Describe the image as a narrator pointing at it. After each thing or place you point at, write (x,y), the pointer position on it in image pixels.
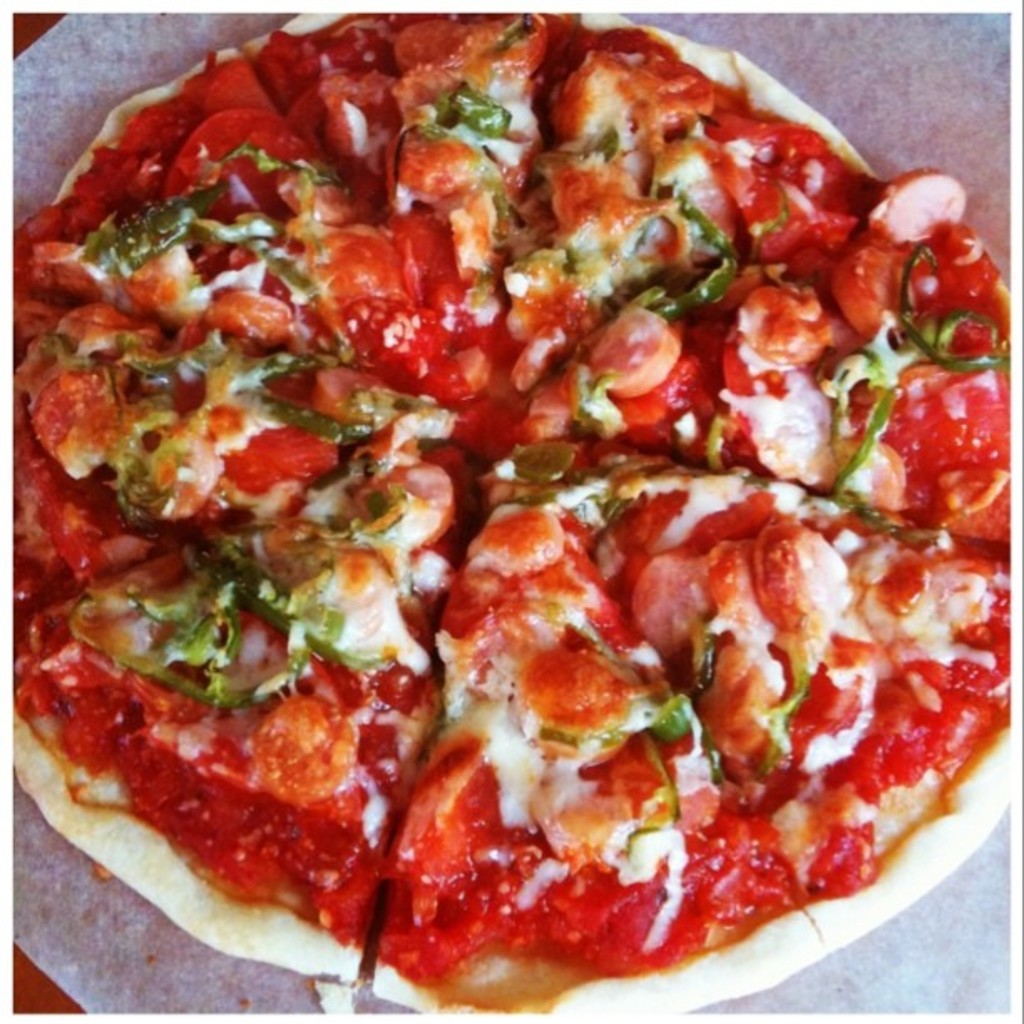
In this image we can see one pizza (141,417) on the parchment paper (88,885), two objects (31,30) on the top (16,35) and bottom left side (51,992) corners of the image.
